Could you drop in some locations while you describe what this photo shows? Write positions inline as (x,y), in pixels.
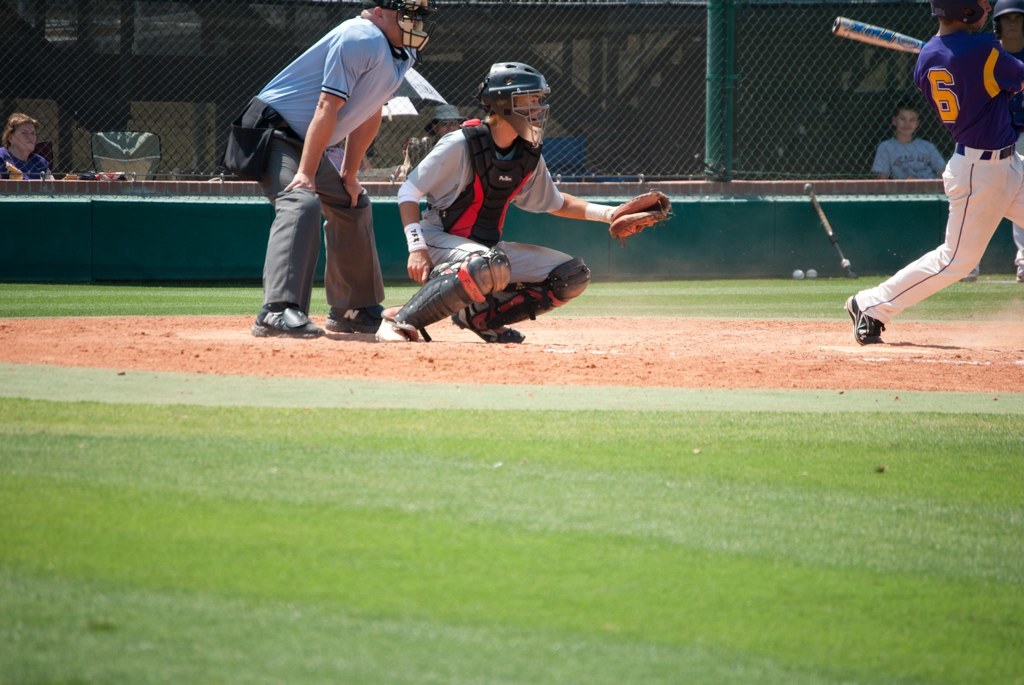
In this image we can see people (520,180) playing a game. In the background (87,133) there is a mesh (695,69) and there are some people (18,160). At the bottom (370,481) there is ground (463,486).
